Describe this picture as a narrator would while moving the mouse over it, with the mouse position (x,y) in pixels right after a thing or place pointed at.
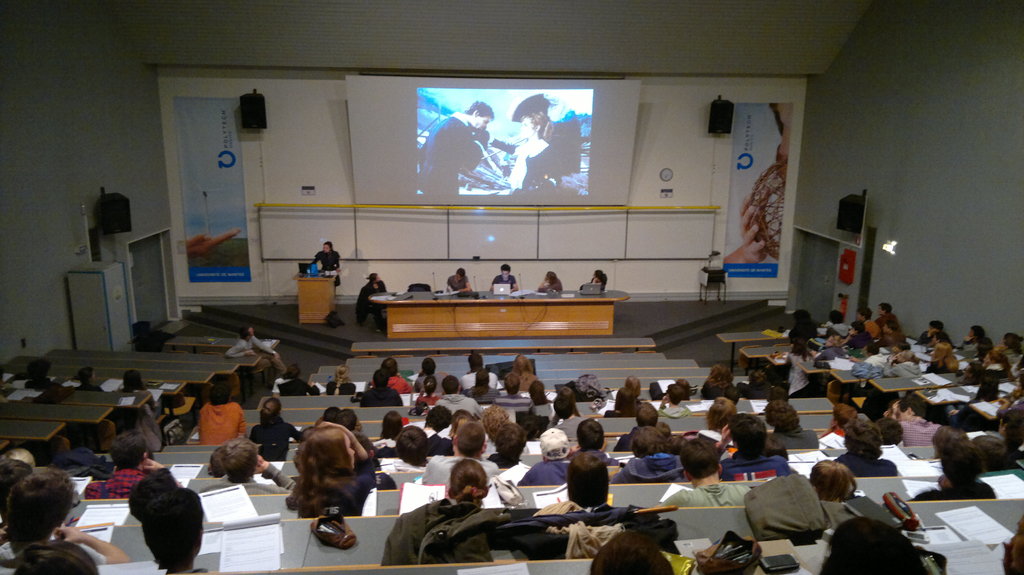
In this image there are group of persons (469,464), there are persons (859,557) truncated towards the bottom of the image (890,566), there are benches (21,421), there are objects (773,484) on the benches (86,363), there are persons (1006,368) truncated towards the right of the image (996,375), there are objects (99,285) truncated towards the left of the image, there is a desk (510,318), there are objects (598,286) on the desk (424,293), there is a person (330,248) standing, there is a podium (308,296), there are objects (317,267) on the podium (304,278), there are objects (99,302) on the ground (702,315), there is a screen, there is a wall (95,54) truncated towards the top of the image (724,163), there are objects (753,206) on the wall (865,249), there is text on the banners (766,272).
